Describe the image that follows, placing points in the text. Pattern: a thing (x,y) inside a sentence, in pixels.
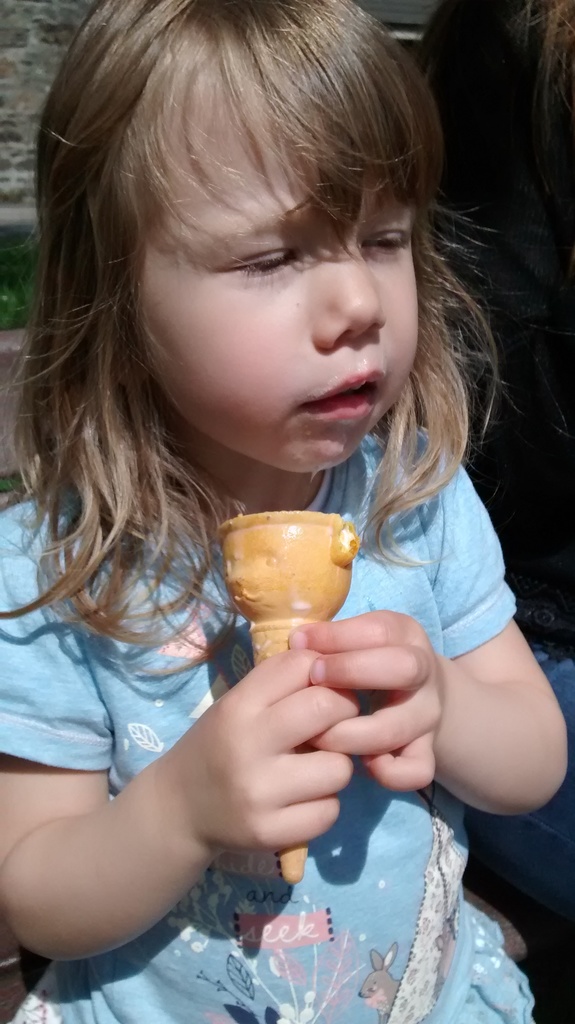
In the center of the image (356,638) we can see one kid (81,726) is standing and she is holding a cone ice cream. And we can see she is in a blue dress (1,631). In the background (42,99) there is a wall (1,138) and a few other objects (572,254).
